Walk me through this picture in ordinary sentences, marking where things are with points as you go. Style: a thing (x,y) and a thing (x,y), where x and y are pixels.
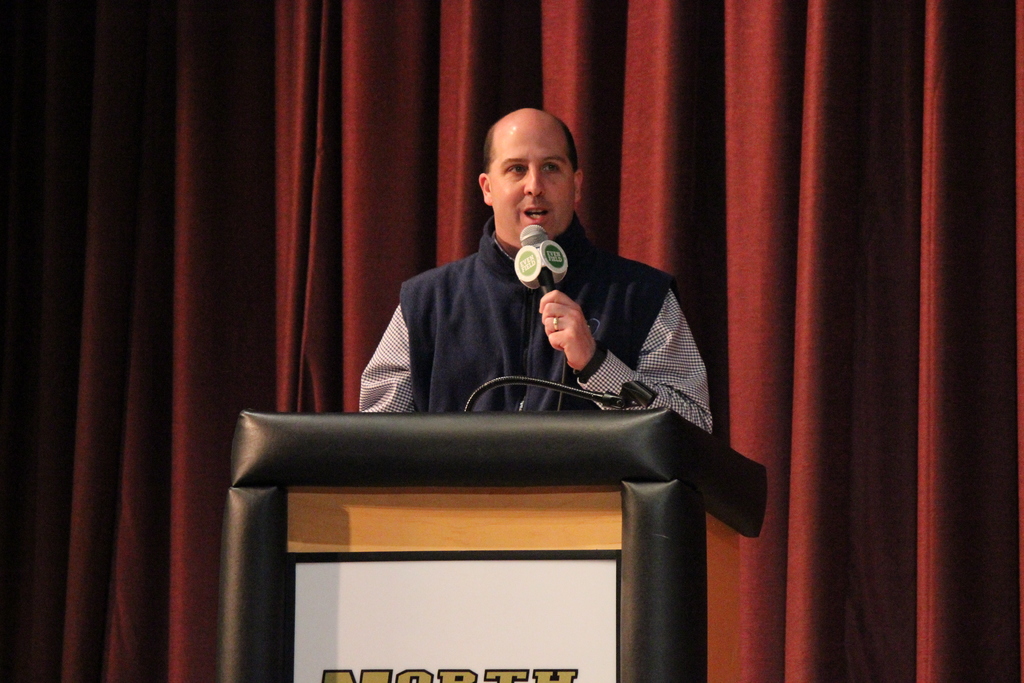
In this picture I see the podium (351,495) in front (435,430) and I see a man (442,334) who is standing in front of this podium (461,415) and I see that he is holding a mic (528,273) and in the background (77,670) I see the curtain (593,175) which is of red in color.
